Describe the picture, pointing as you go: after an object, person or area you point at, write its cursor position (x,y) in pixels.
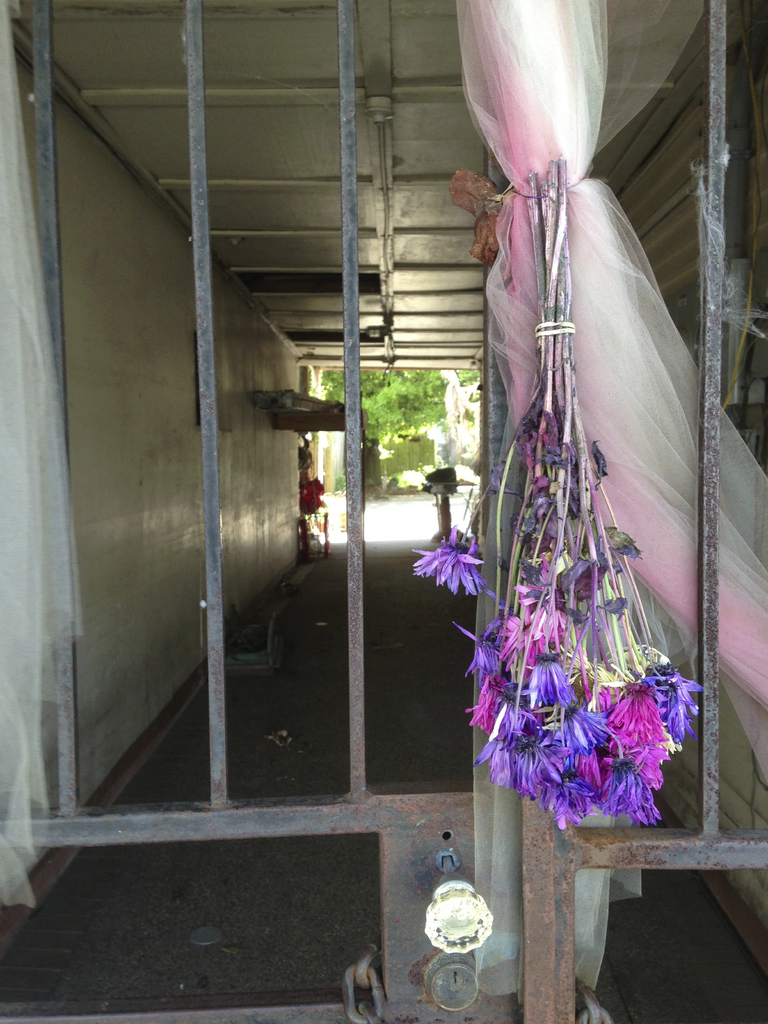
In the foreground of the image (429,969) there is a metal gate (429,969) with flowers (522,747) and cloth (583,329). In the background of the image (183,322) there is wall (175,334). There are trees (412,400). At the top of the image (361,287) there is ceiling (172,91).
